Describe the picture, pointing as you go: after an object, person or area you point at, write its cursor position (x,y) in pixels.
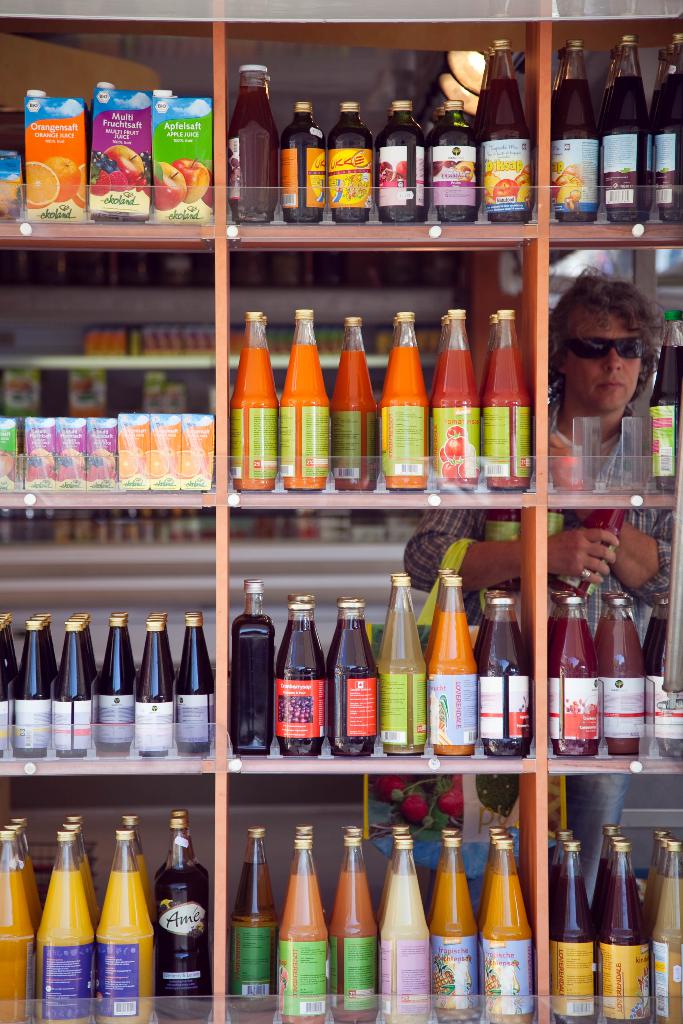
The image is clicked in a store (162,513). In this image there is a man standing behind the rack (111,490). In that rack (223,947), there are many bottles (419,975) kept. Those bottles (305,888) looks like fruit juices (627,624) and sauce (164,916).
